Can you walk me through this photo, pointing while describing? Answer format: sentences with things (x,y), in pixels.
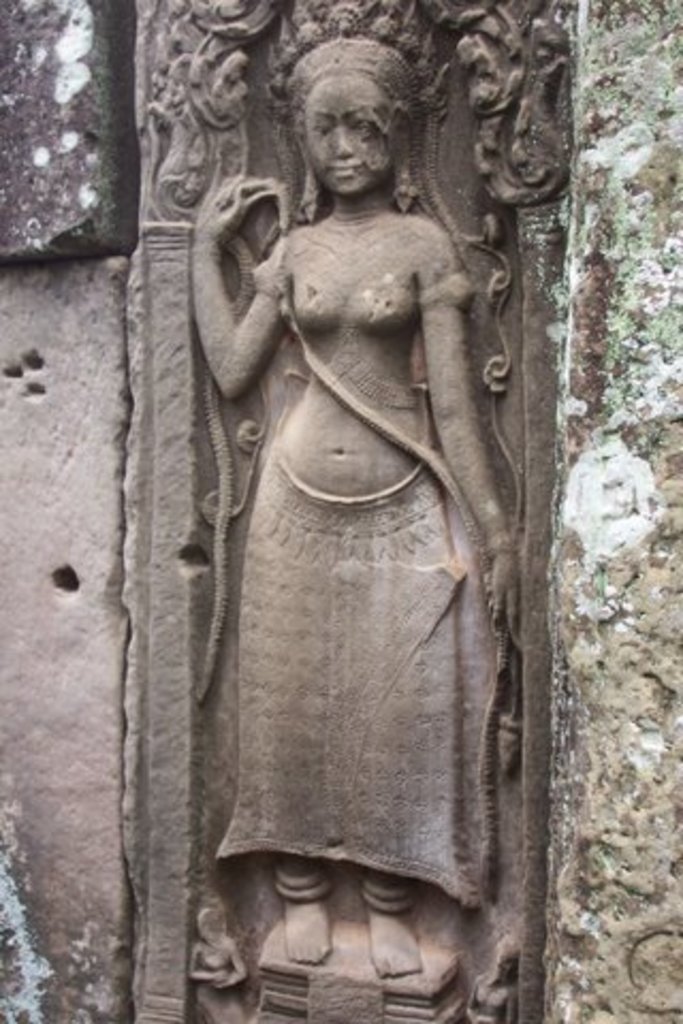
In the picture I can see a sculpture of a woman (320,438) on the wall (117,223).
